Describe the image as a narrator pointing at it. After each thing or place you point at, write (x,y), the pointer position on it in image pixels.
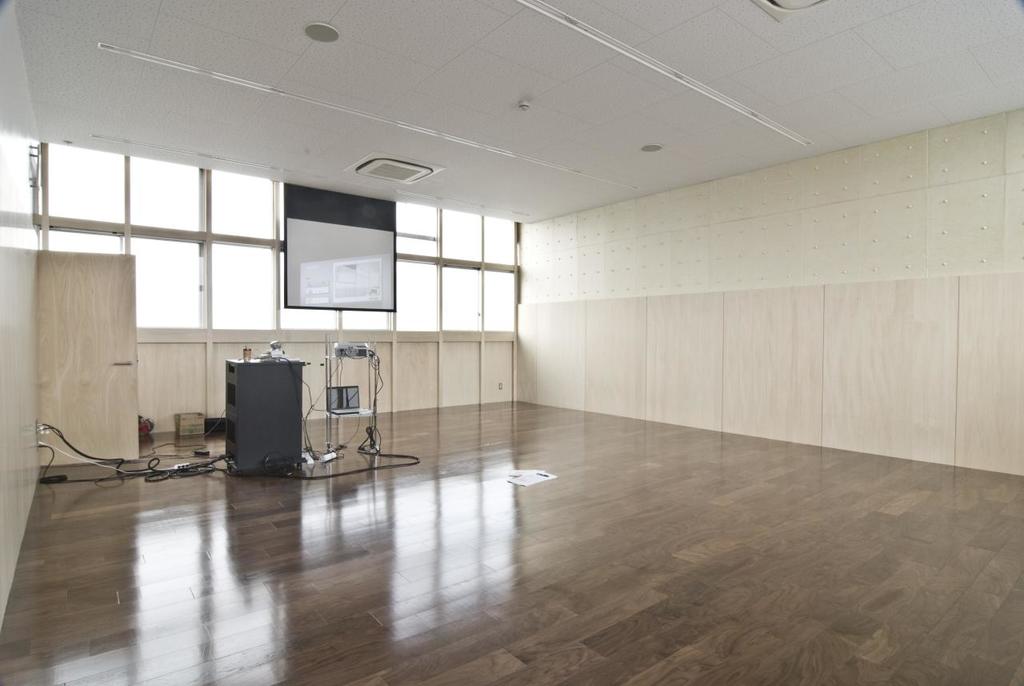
In this picture I can see there is an empty room (328,391), there is a screen (351,245) at left side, a projector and there are few other objects (295,438) and there are few windows (424,320) and the room (552,503) is empty.
